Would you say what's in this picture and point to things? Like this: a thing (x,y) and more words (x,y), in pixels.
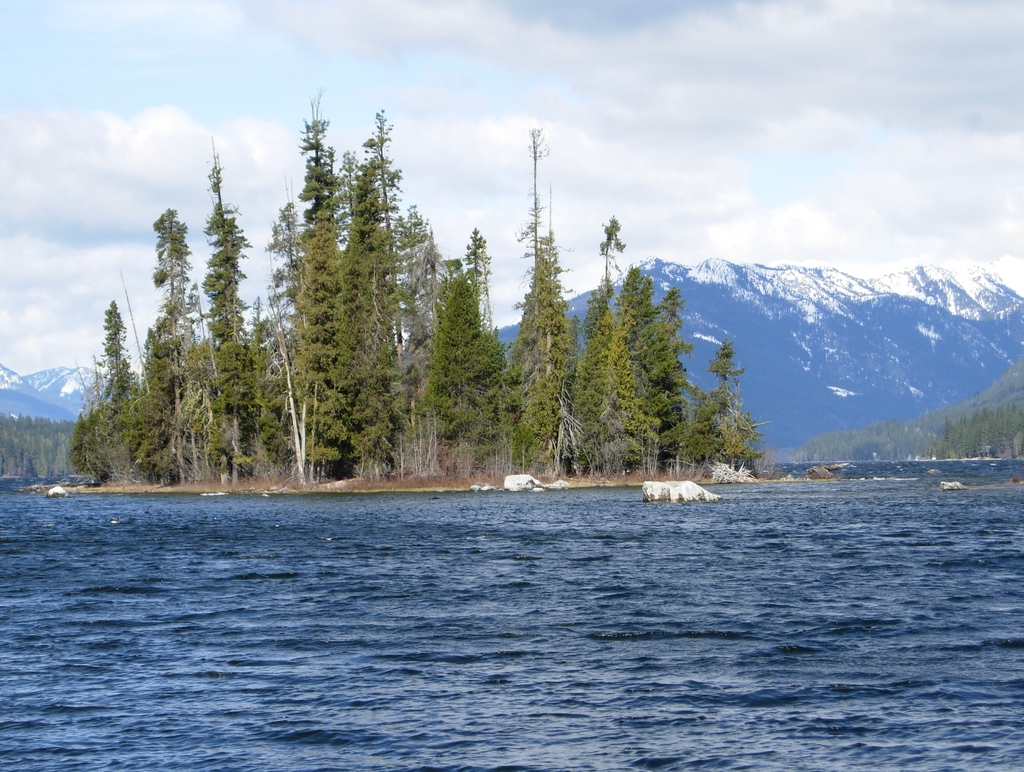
In this image I see water (210,588) and stones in between and lots of trees (262,411). In the background (9,392) I see mountains (692,323) and sky (172,134).
